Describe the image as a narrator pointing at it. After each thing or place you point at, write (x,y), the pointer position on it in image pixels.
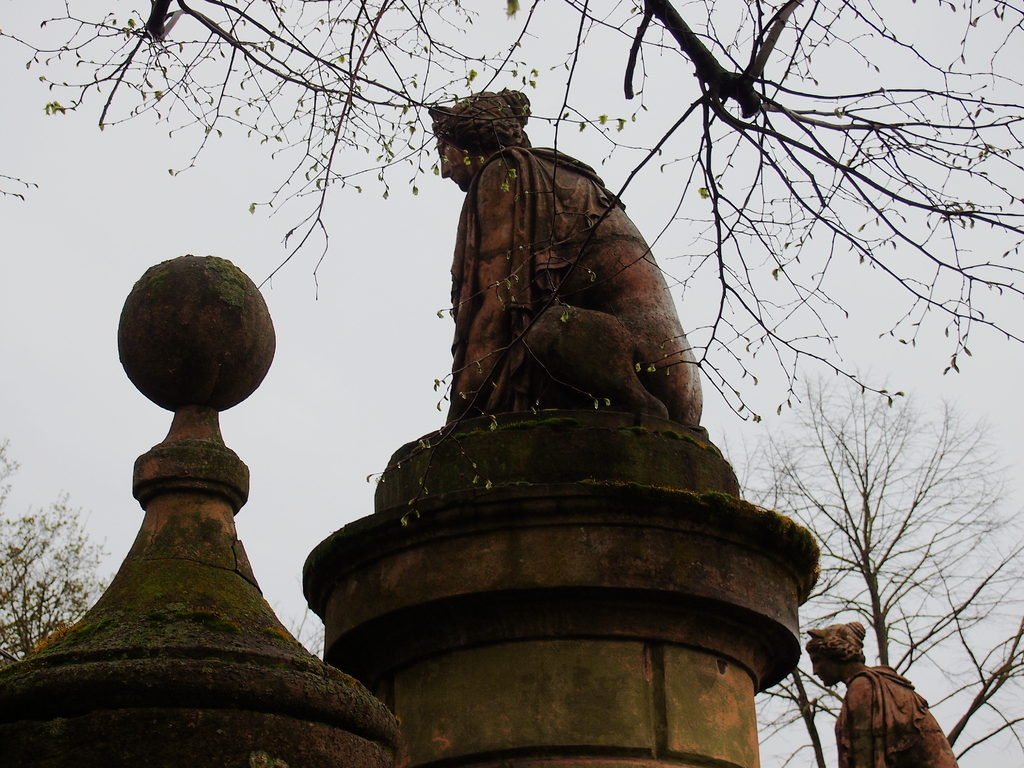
In this image I can see few sculptures (915,758) and few trees (819,738) in the front (882,714). In the background (344,327) I can see the sky (350,13).
